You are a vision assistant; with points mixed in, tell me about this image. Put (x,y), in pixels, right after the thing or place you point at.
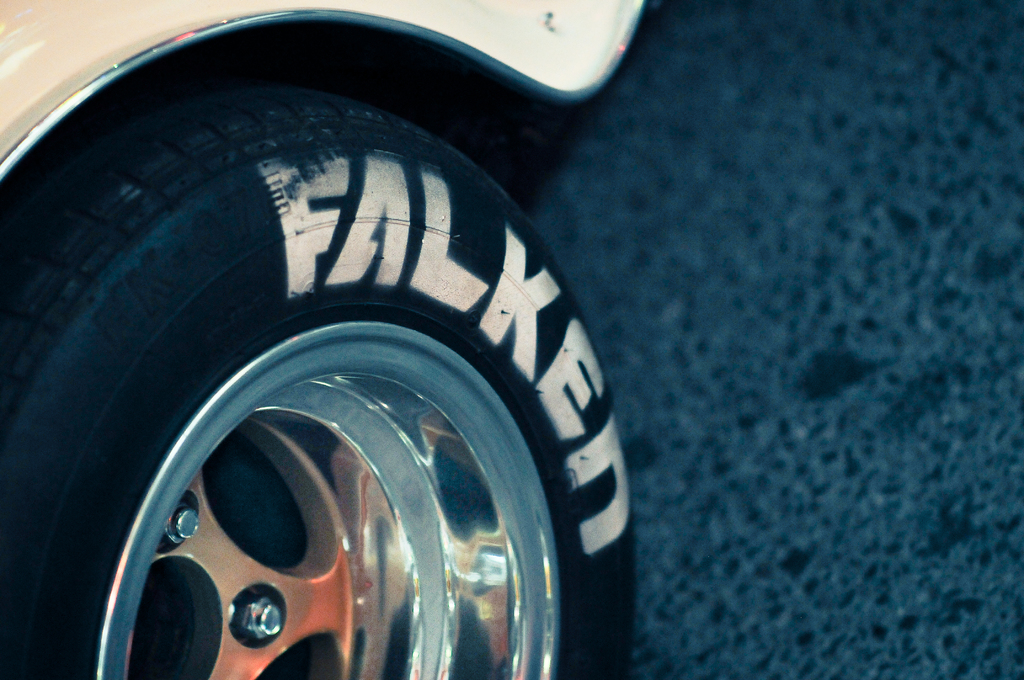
In this image I can see the wheel (291,400) of the vehicle (338,331). I can see the vehicle (446,423) is on the road (669,508).
